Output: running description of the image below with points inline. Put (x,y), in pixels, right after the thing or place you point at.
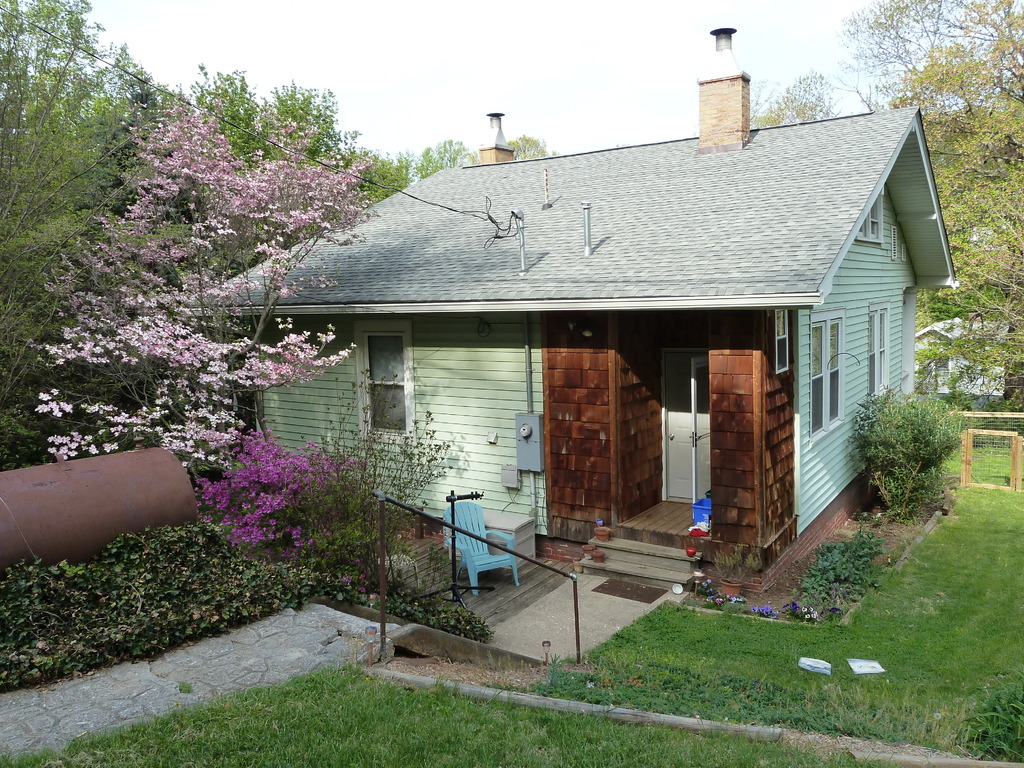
In this picture I can see the grass (394,722) in front (401,746) and I can see few plants (152,531) and trees (38,94). I can also see few flowers (189,276), which are of pink color. In the middle of this picture (404,469) I can see a house (599,162) and I can see a chair (503,559). In the background (516,134) I can see the sky (394,134).
